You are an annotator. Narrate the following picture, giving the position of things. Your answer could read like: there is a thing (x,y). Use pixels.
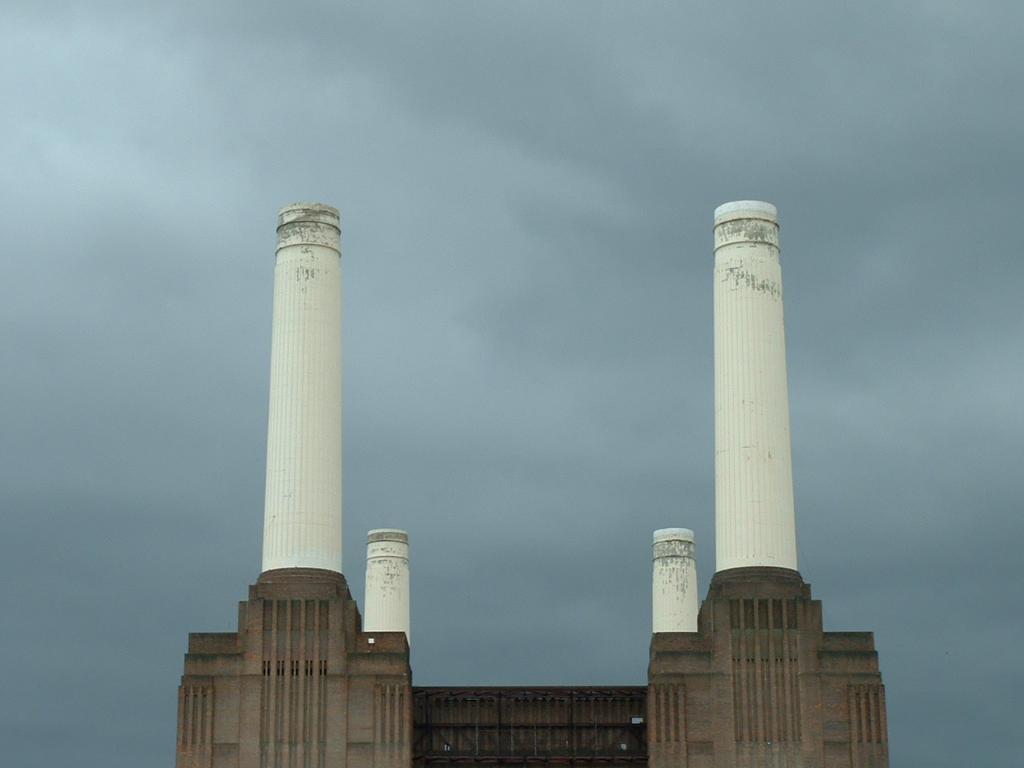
In this image we can see pillars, buildings (799,669) and sky (536,385) with clouds (858,254).
